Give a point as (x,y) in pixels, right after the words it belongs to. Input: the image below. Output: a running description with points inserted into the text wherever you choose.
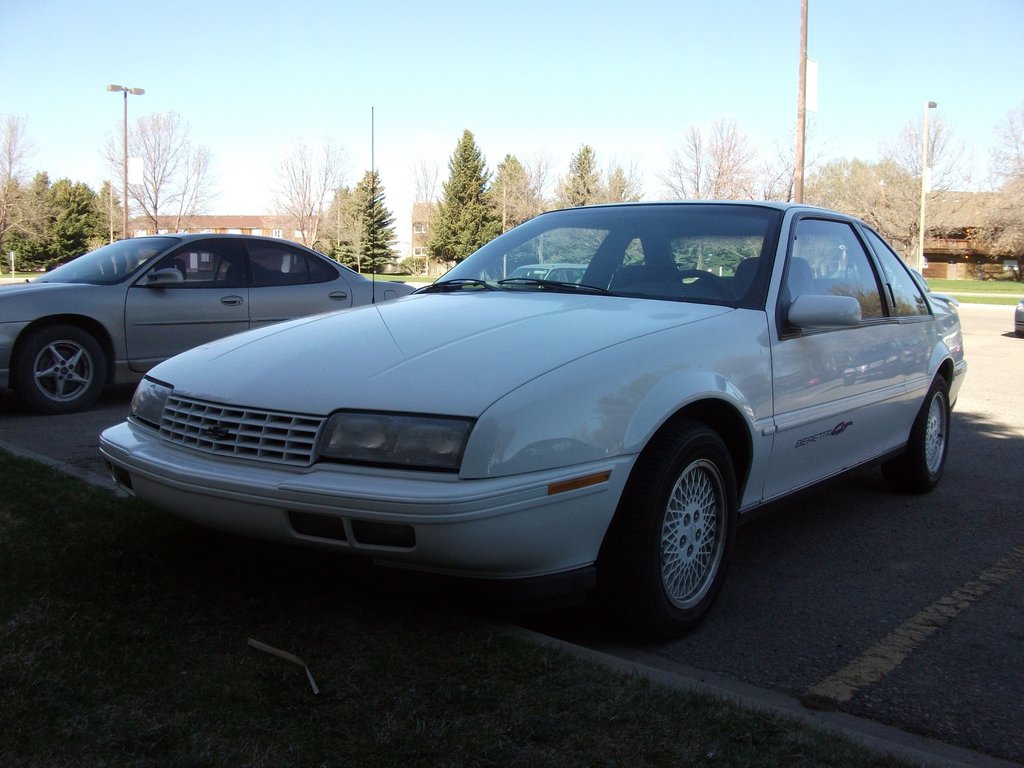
In the center of the image (425,293), we can see vehicles (598,511) on the road (739,629) and in the background (377,188), there are trees (750,169) houses (938,240) and poles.
